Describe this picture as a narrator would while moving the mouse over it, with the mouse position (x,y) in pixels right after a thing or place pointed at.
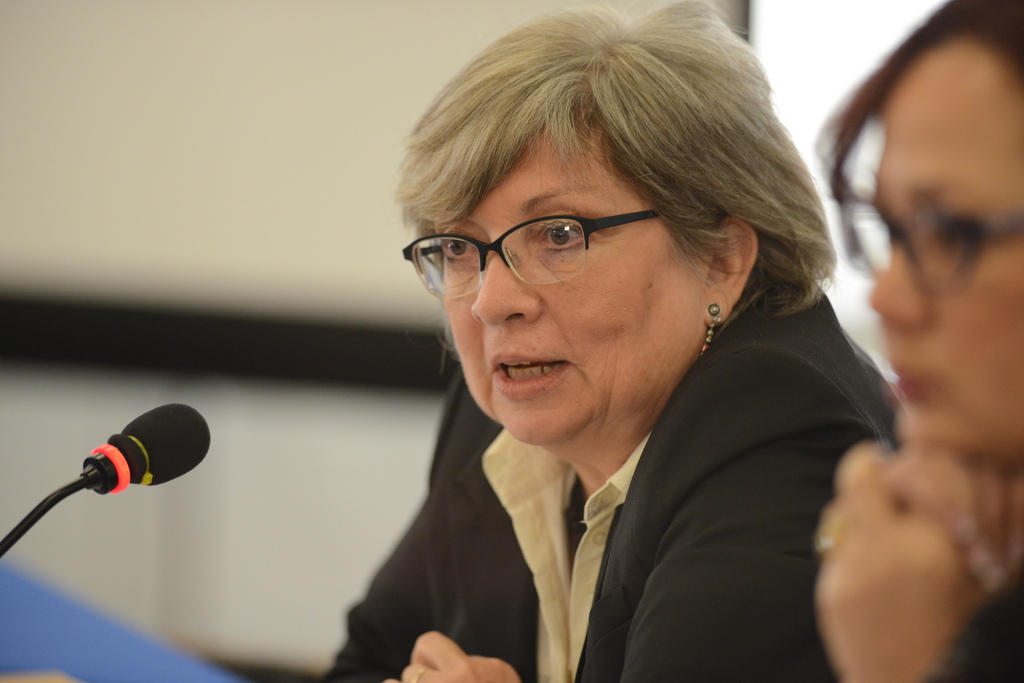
In this picture there is a woman (705,200) who is wearing spectacle (536,277), earring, blazer (695,574) and shirt (562,604). On the right (1001,674) we can see another woman (955,417). On the table (30,668) there is a mic (20,531). In the background (200,264) we can see wall (266,85).
